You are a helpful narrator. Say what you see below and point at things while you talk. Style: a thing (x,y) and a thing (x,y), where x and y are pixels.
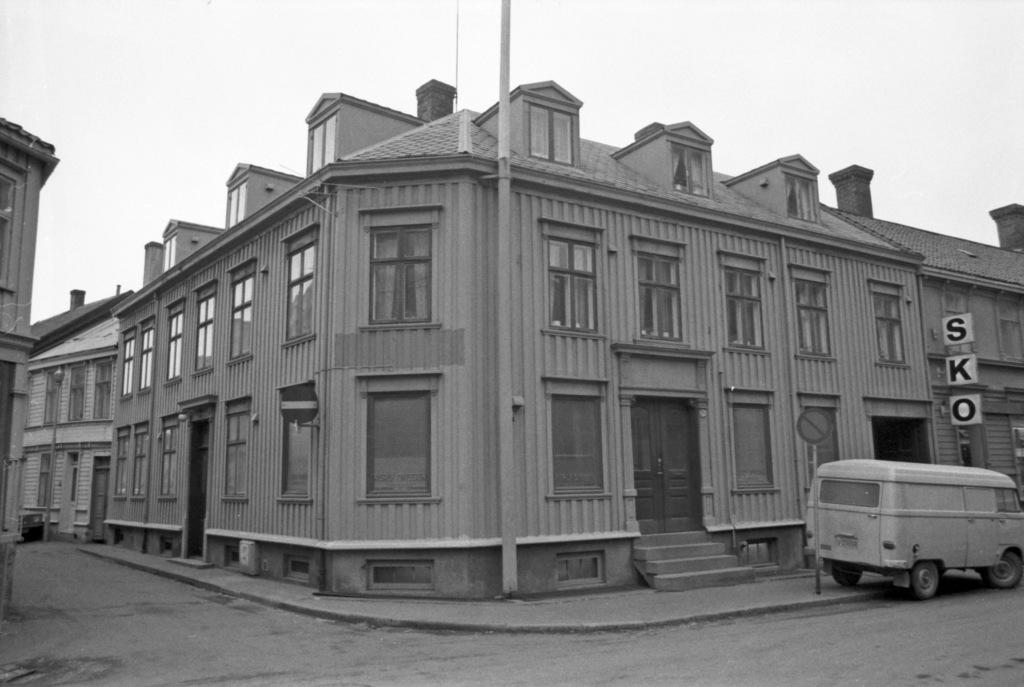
In this image we can see few buildings (410,417), a vehicle (905,542) on the road (902,610), a sign board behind the vehicle (819,496), a pole (511,533) to the building (516,187) and boards (959,374) attached to the building (542,526) and the sky (643,78) in the background (254,129).
